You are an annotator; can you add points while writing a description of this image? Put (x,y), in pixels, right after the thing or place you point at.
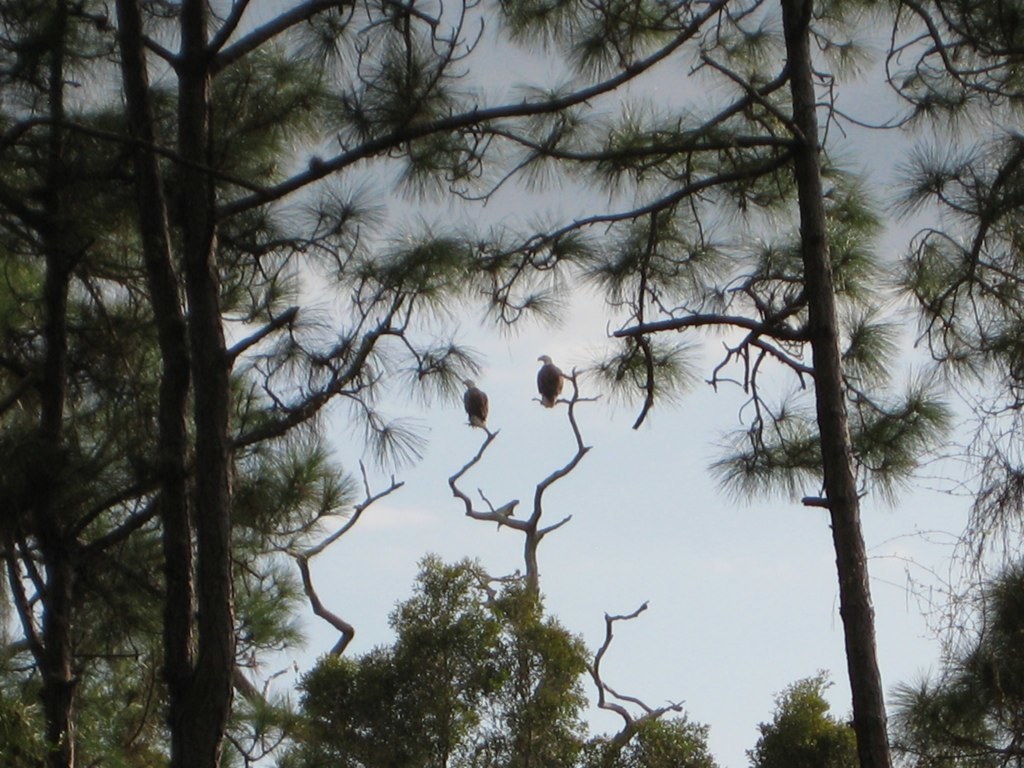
In the foreground of this image (176,412), there are trees (575,48) and two birds (557,376) on a stem (570,376). In the background (670,520), there is the sky (671,522).
